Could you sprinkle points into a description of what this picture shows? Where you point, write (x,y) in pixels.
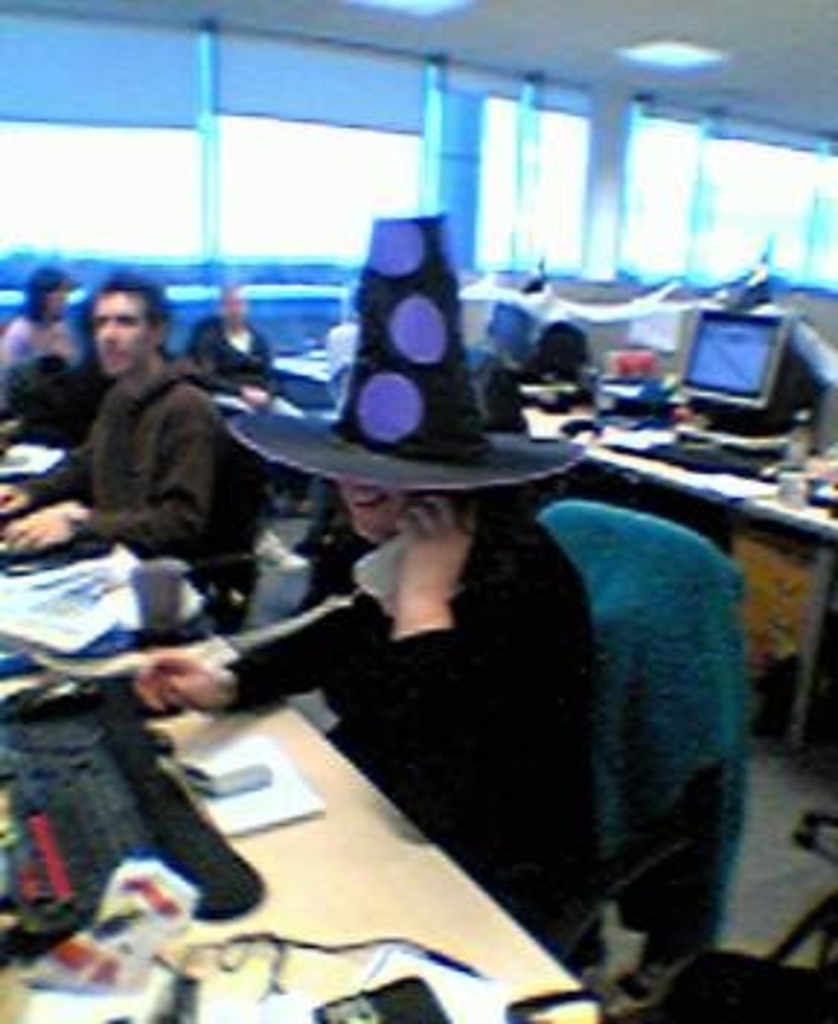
In this picture we can see some people (468,775) sitting on chairs (235,537) in front of tables (250,722), we can see a monitor (724,339) here, a person (560,709) in the front (572,693) is holding a telephone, he wore a cap (371,454), there are some things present on the table (307,921), we can see the ceiling (606,86) at the top of the picture (588,24).
